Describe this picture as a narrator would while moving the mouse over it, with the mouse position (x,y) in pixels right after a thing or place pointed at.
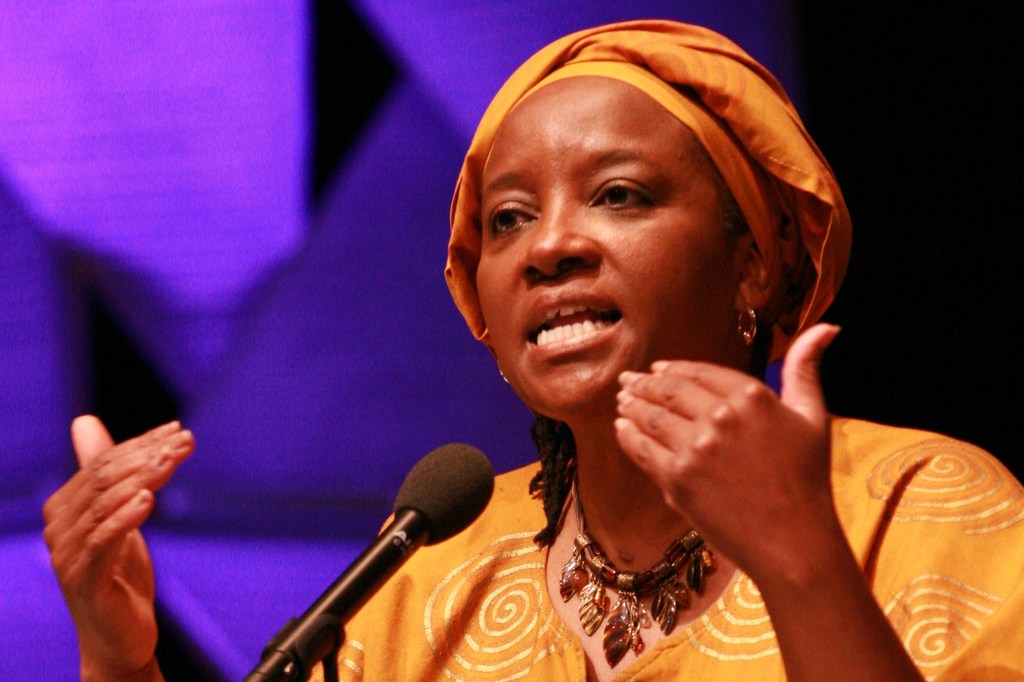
In the center of the image (446,282) we can see a lady (622,488) is standing in-front of mic (437,532) and talking. In the background of the image (339,233) we can see blue in color. On the right side (893,275), the image is dark.
